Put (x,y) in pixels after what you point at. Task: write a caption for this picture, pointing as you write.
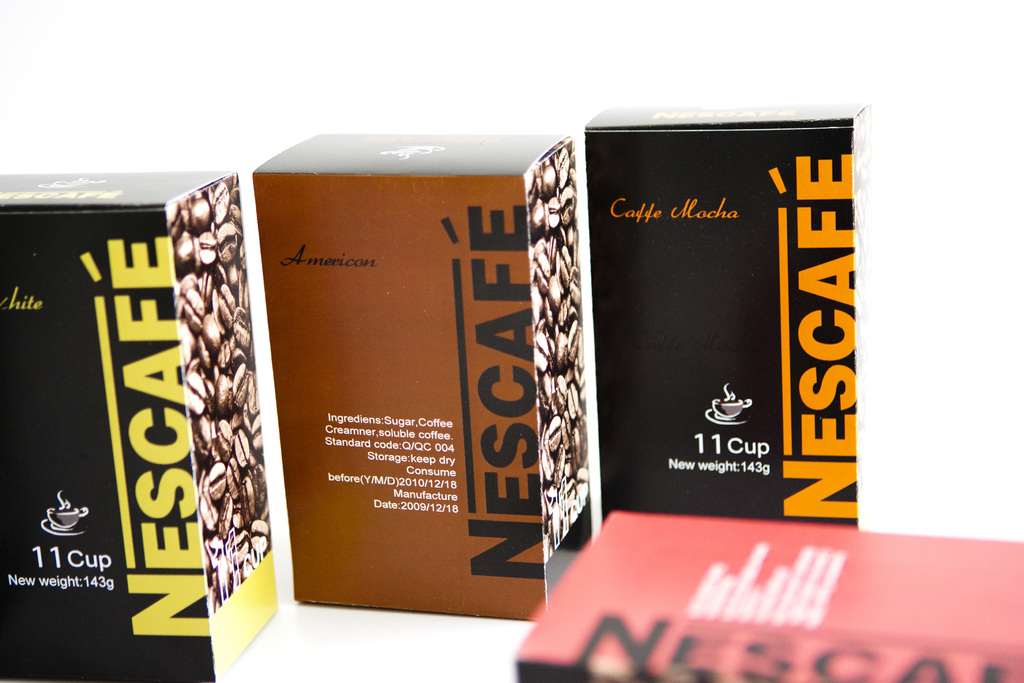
In this image we can see few boxes (665,367) with text (677,217) and image (215,340) and a white background (707,79).
